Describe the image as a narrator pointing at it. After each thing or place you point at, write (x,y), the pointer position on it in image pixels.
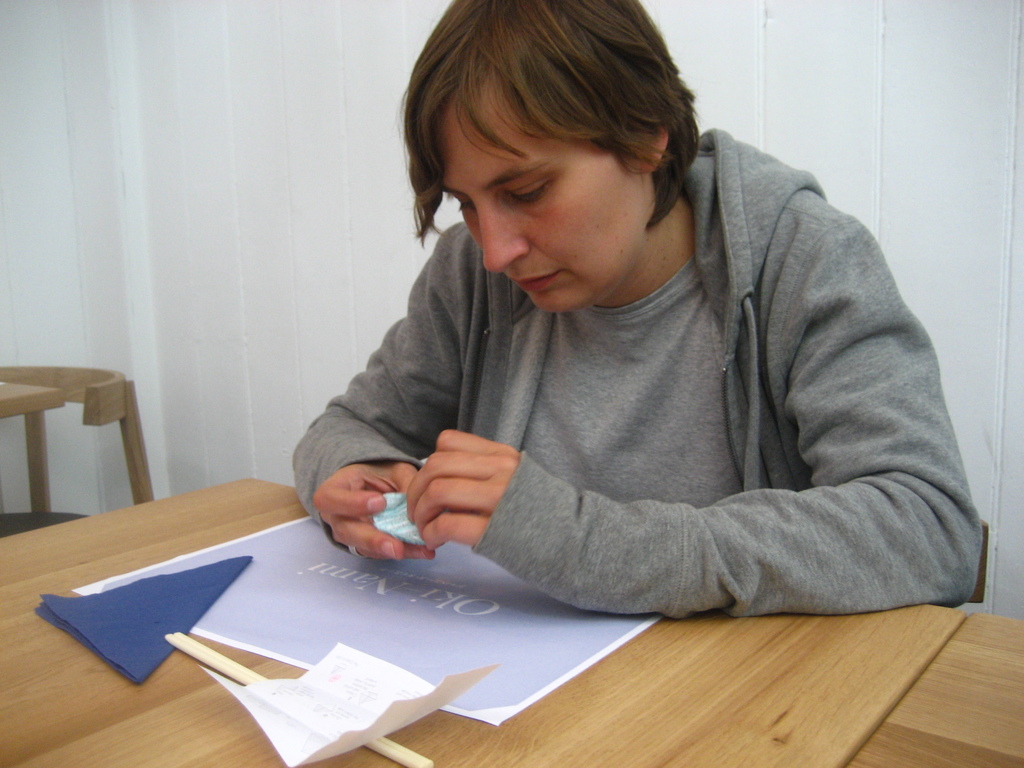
In this picture we can see a person (575,336) holding an object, in front of them we can see tables (770,631), poster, papers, chopsticks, chair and we can see a wall (881,83) in the background (900,28).
